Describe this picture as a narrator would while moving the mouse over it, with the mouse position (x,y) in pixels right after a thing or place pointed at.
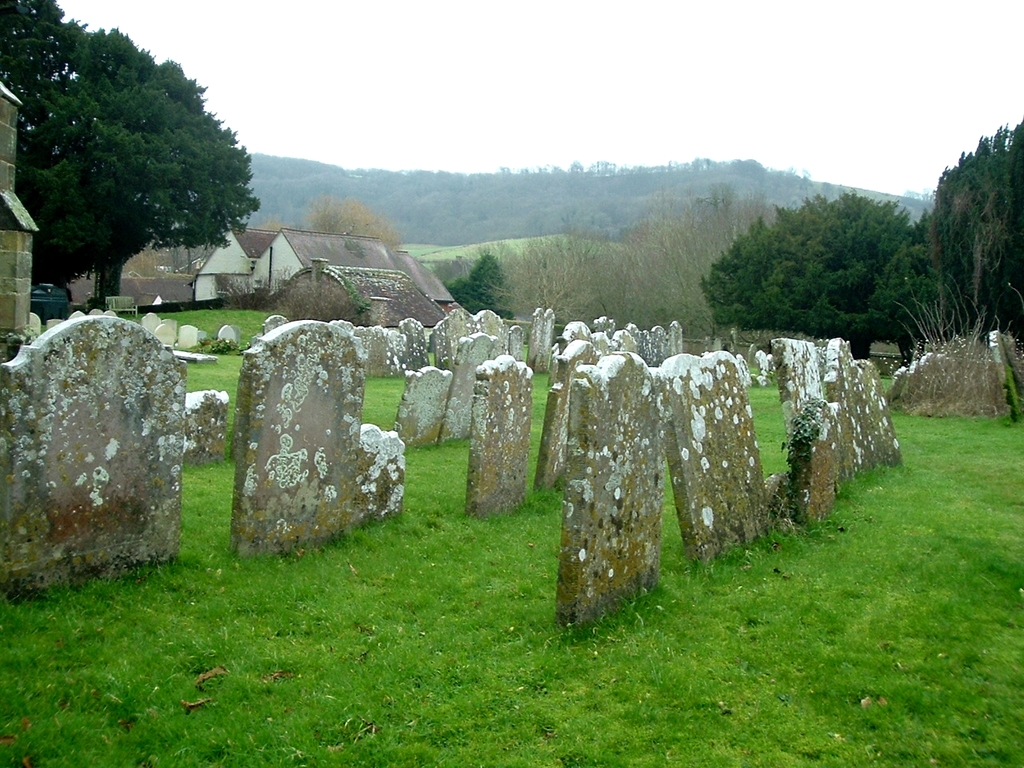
This picture is clicked outside. In the foreground (742,521) we can see there are some other objects (520,407) and we can see the green grass (915,454), plants (678,319), houses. In the background (729,75) we can see the sky (410,73), trees (597,192) and some other objects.
